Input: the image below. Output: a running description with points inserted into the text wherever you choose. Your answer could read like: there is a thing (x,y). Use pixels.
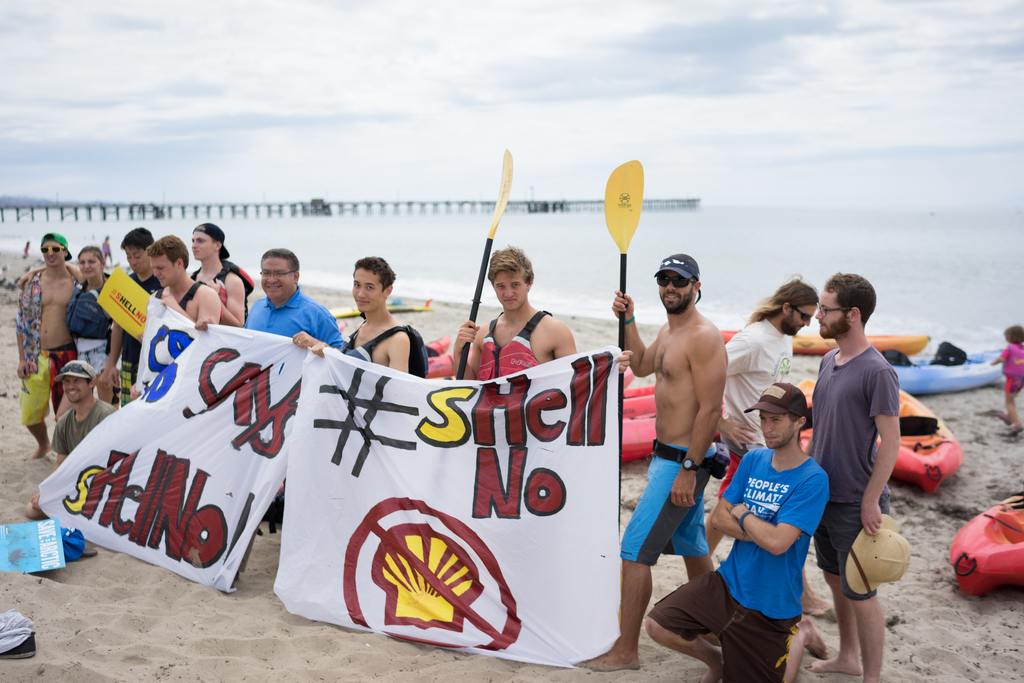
In this image there are group of people (252,329) standing in the sand (254,549) by holding the banners (260,462). In the background (308,210) there is a bridge (267,205) in the water (401,235). At the top (372,73) there is sky (384,80). On the sand (957,494) there are boats (937,457).
